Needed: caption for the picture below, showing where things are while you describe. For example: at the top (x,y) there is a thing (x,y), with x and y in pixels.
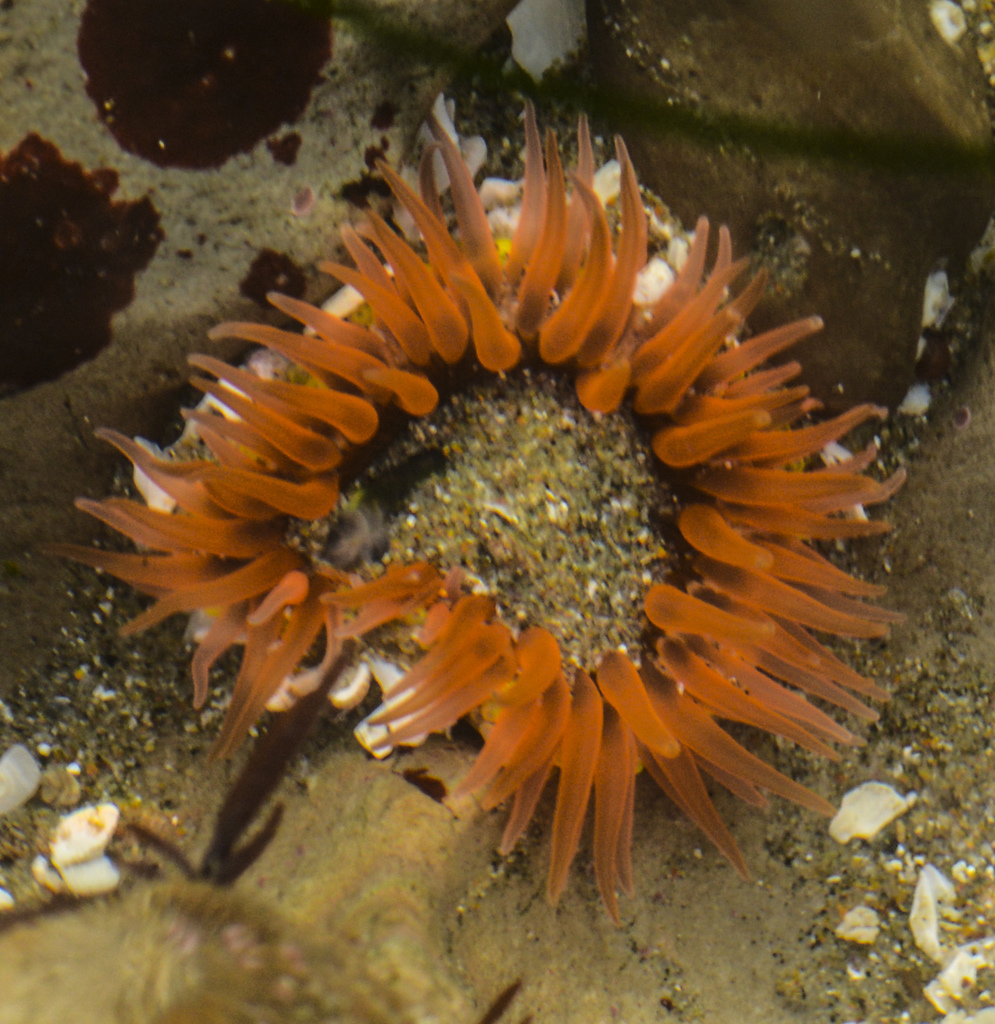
In this image we can see an aquatic animal (579,747) which is in orange color and white color objects (868,836) on the sand (113,850).
